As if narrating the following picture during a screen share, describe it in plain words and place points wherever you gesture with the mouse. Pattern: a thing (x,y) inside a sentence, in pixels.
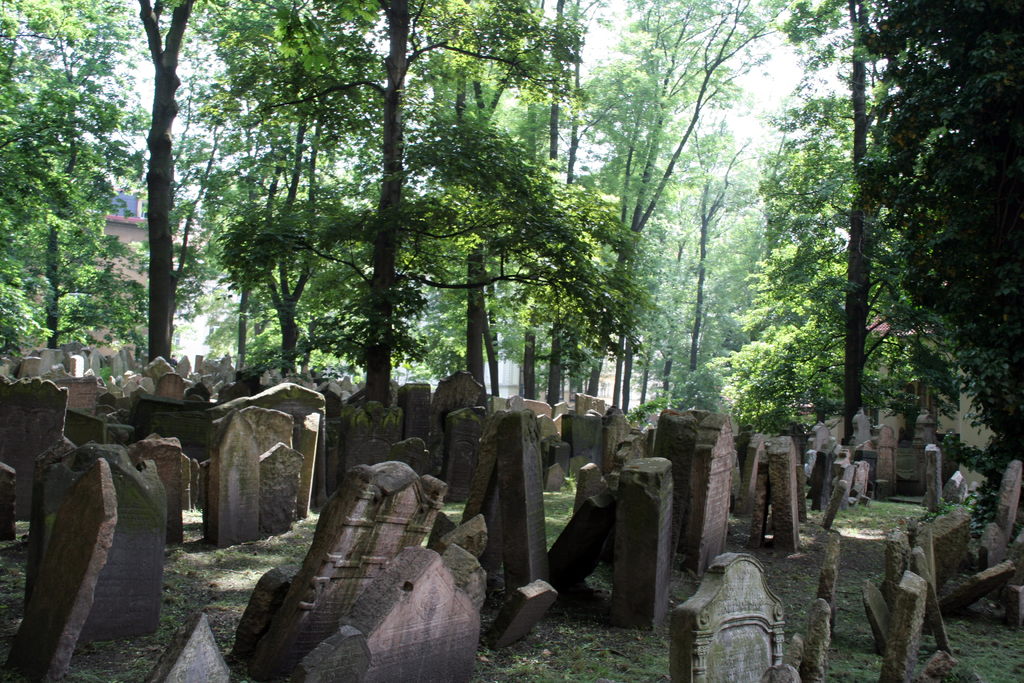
In this image I can see few cemeteries (1014,486). Background (765,78) I can see few trees (304,269) in green color and sky (776,85) in white color.
